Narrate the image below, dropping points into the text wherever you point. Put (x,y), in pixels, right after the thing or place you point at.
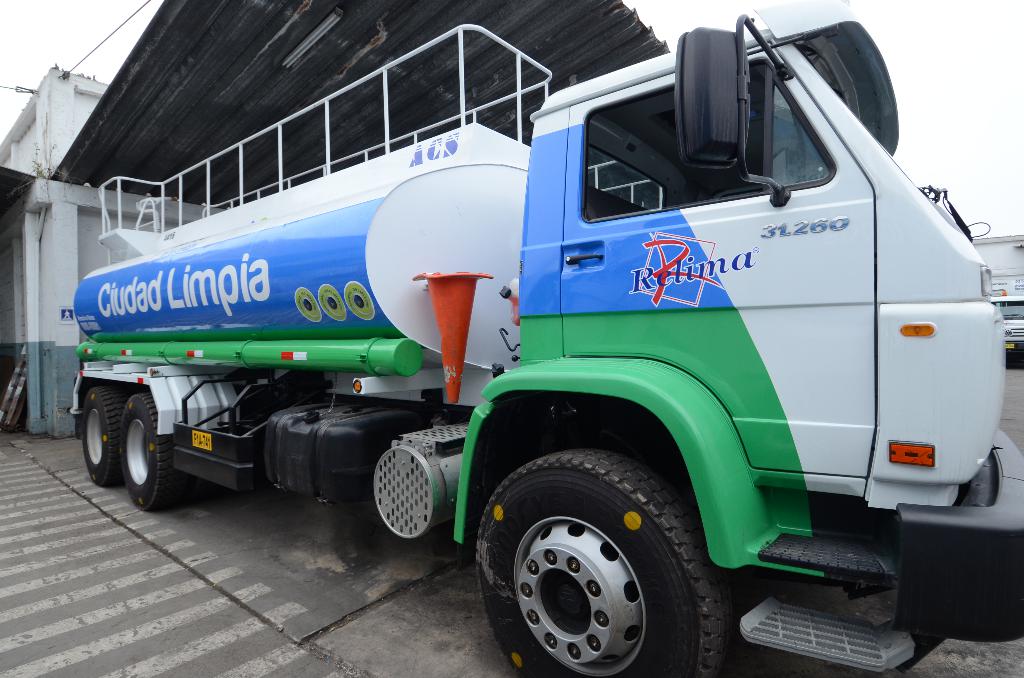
In the center of the picture (485,293) there is a vehicle (728,342), behind the vehicle (110,286) there is a building (194,122). In the right (1014,309) towards background (1009,260) there is a building (1014,262) and vehicle (1020,338). At the bottom (244,613) it is ground (166,651).
